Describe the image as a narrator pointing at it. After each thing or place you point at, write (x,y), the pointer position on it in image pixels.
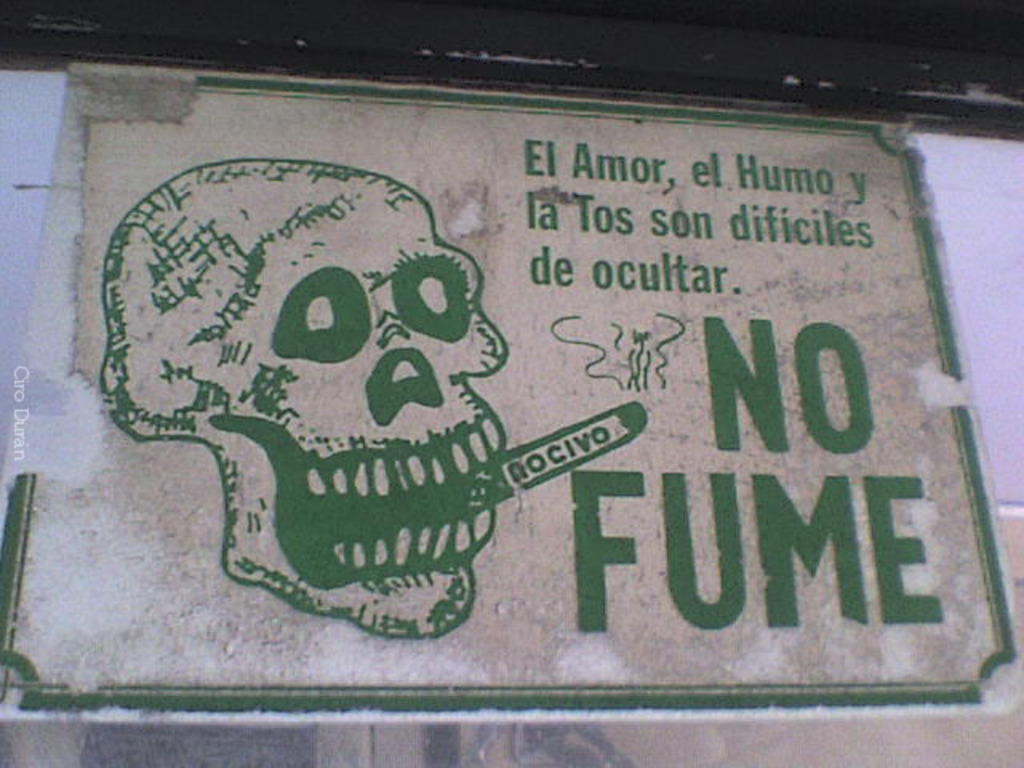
In this image I can see a board (682,200) and on it I can see something is written in green colour.
